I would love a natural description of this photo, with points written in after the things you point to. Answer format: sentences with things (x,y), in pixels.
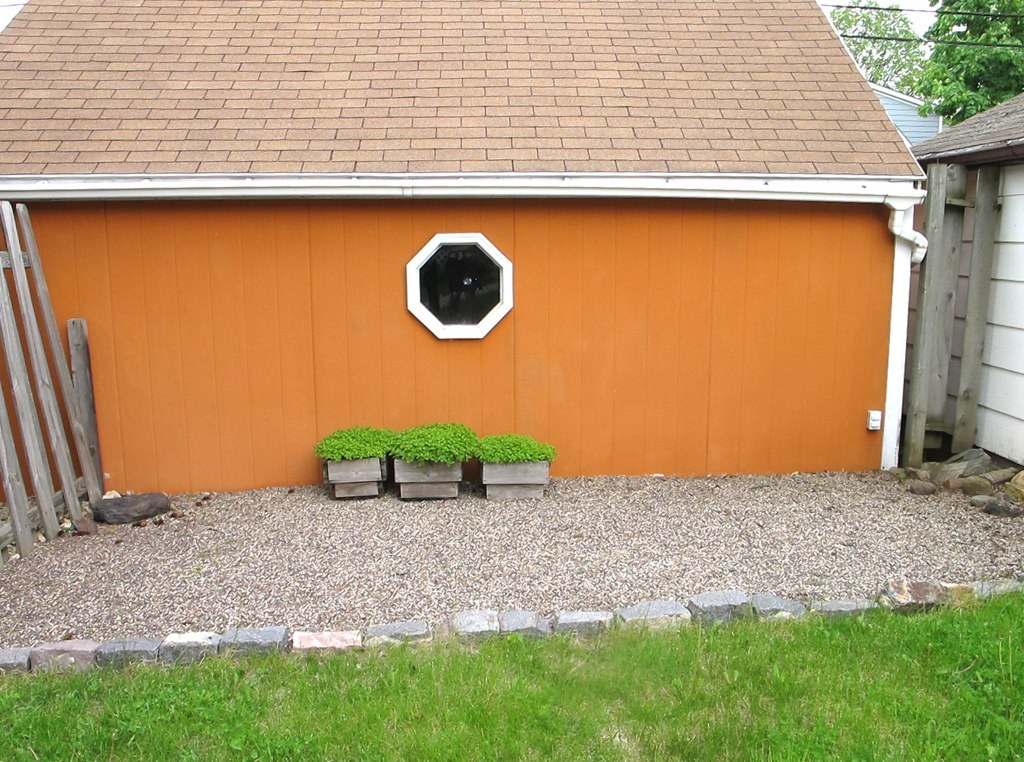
In this picture we can see houses (851,448), plants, wooden planks (7,360), grass (407,646) and stones (106,498). In the background of the image (895,56) we can see trees (897,69), wires (983,13) and sky (914,14).
